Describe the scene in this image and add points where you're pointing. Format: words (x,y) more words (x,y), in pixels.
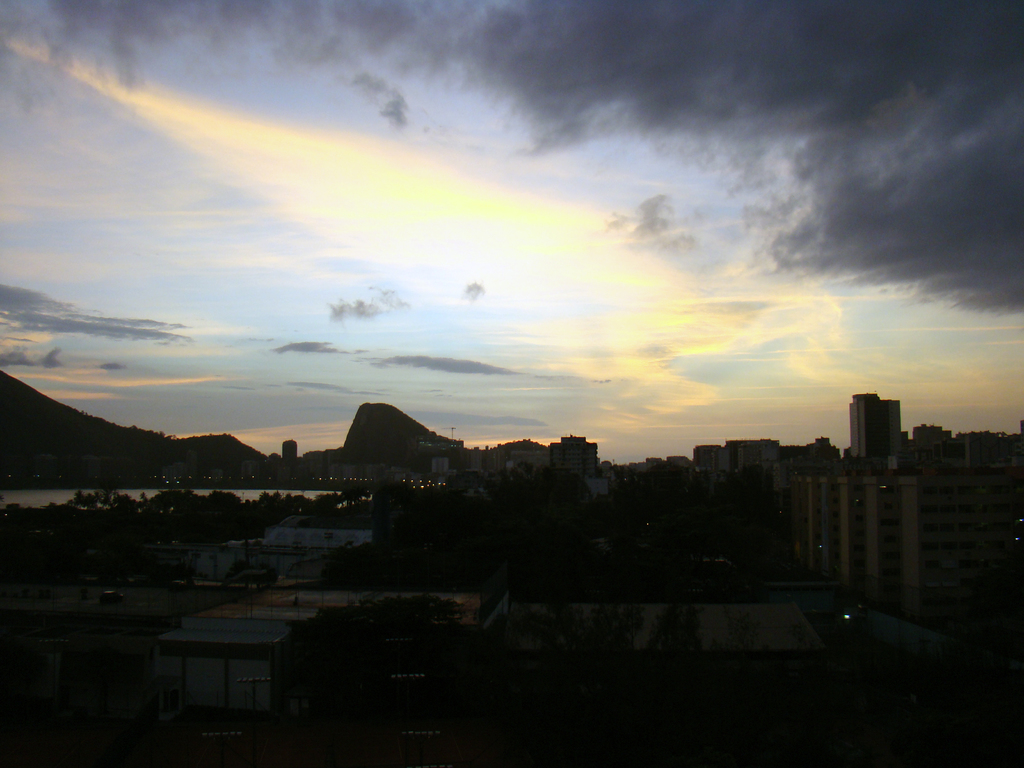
In the picture there are many buildings (772,623), houses (222,712) and in between the houses (809,549) there are few trees (349,561) and in the background (287,492) there is a water surface (4,502) and behind the water surface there is a mountain (146,436).
